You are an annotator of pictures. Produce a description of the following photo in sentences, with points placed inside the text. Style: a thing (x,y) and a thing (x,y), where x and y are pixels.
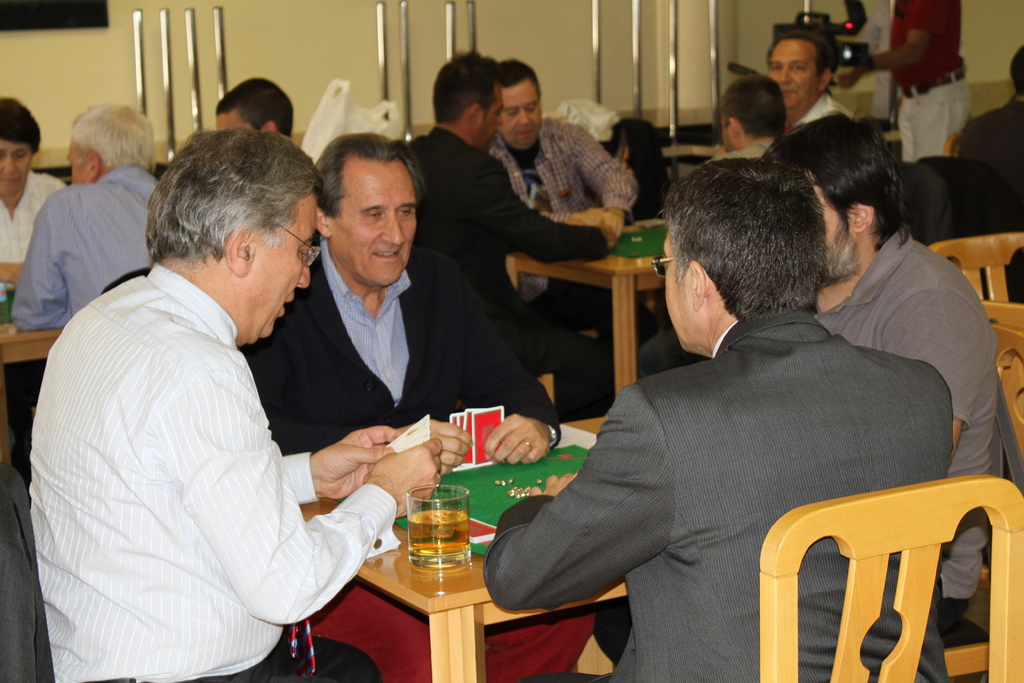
In this image it seems like there are people (745,405) who are playing the cards (463,428). There are four people (478,381) sitting around the table (440,601). On the table (441,596) there is glass (448,508), cards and mat (520,475).
